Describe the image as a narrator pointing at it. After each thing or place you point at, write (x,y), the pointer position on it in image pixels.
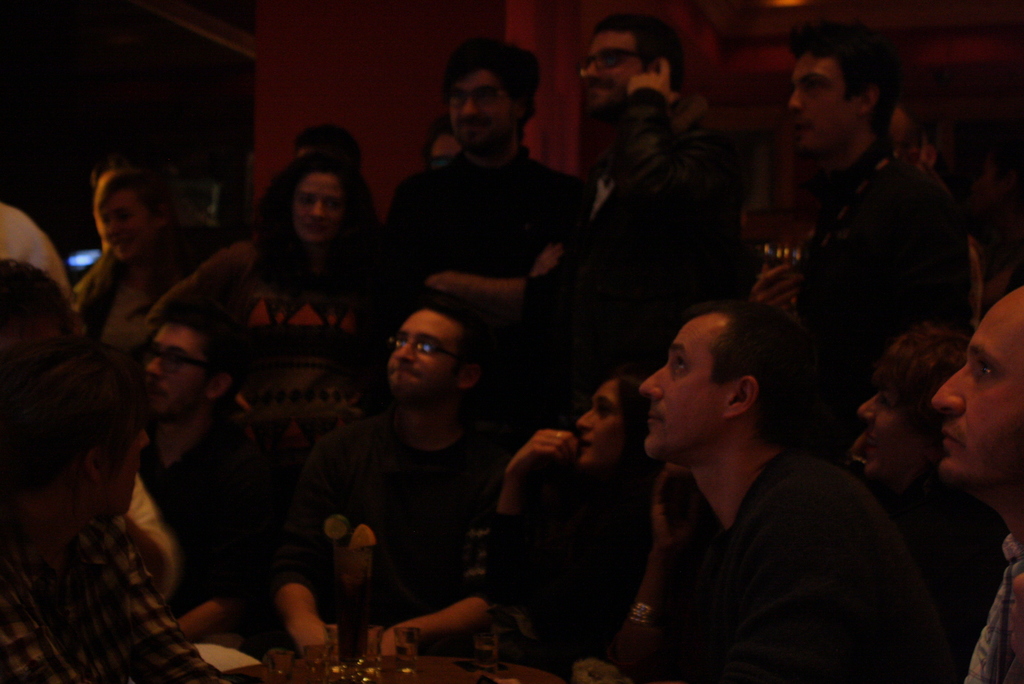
In this image, we can see there are some people (731,450) sitting and some people (526,170) are standing, they are watching something, in the background (276,68) there is a wall (358,43).
